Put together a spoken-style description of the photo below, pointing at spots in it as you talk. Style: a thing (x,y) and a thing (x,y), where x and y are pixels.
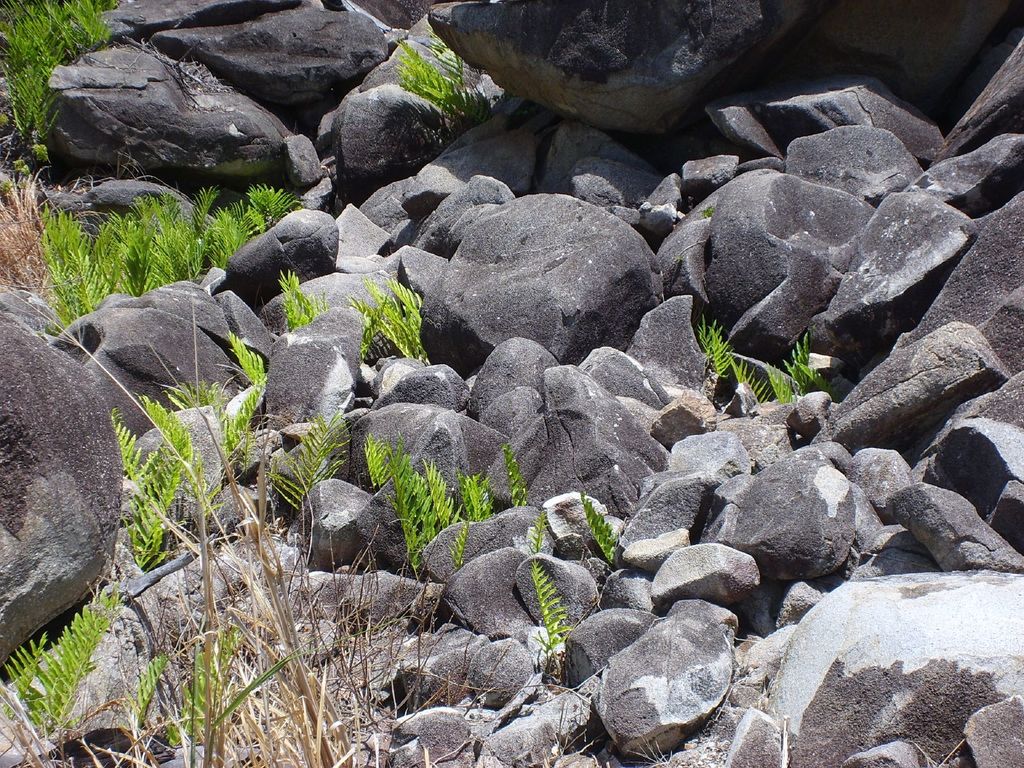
This image is taken outdoors. In this image there are many rocks (496,575) and stones (894,511) on the ground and there are a few plants (95,276) with green leaves (203,702).
